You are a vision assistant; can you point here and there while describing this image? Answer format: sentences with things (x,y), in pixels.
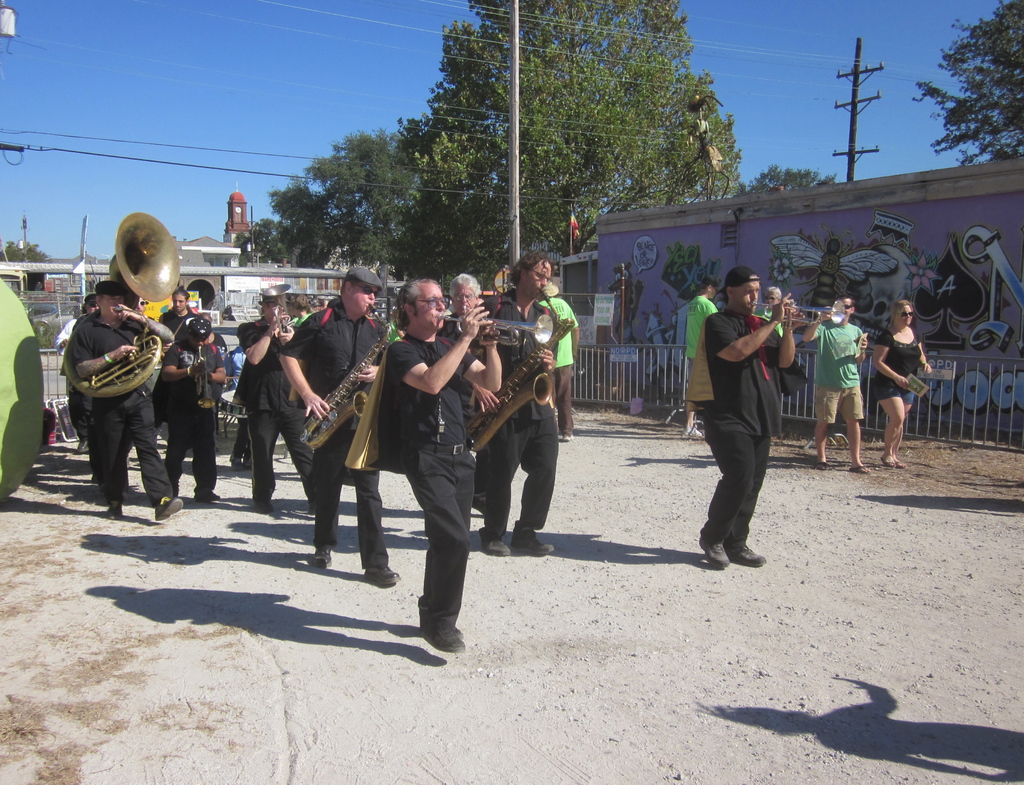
In this image I can see a group of people (703,391) walking on the road (617,465) holding saxophones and other musical instruments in their hands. I can see some more people (693,426) walking along with them. At the top of the image (605,106) I can see the trees (603,74), poles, electric wires (558,23) and the sky (86,176). I can see a wall (820,193) on the right hand side (921,247) with some painting (923,262), I can see a flag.
